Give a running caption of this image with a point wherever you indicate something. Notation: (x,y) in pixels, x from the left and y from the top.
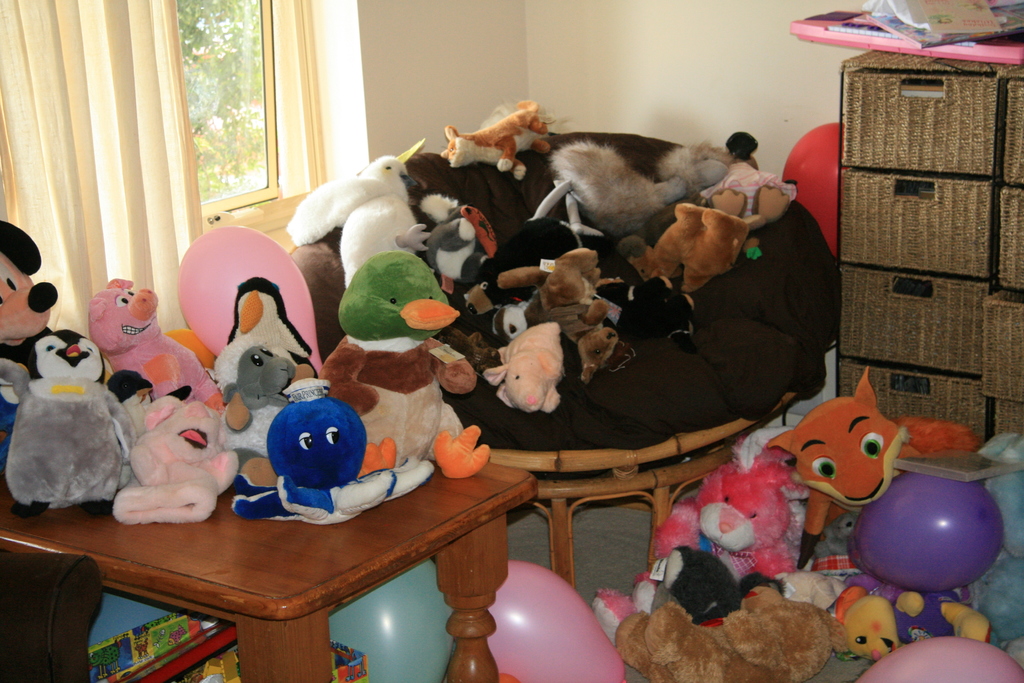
There are some toys (552,331) which are placed on a table (276,555) and a sofa (499,220) and there is a window (197,167) beside it.
